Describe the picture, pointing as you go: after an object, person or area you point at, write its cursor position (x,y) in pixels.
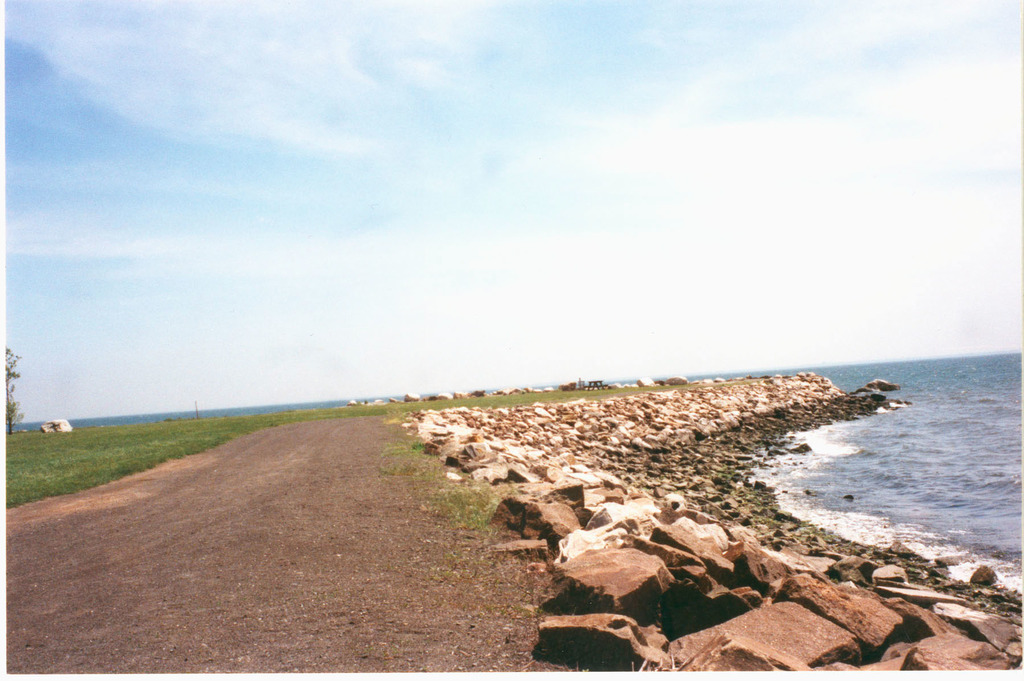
In the background (875,290) we can see sky (788,236). On the right side of the picture (972,513) there is a sea (888,493). These are stones (609,471). On the left side of the picture (135,444) we can see grass (103,447) and a tree (15,413).
